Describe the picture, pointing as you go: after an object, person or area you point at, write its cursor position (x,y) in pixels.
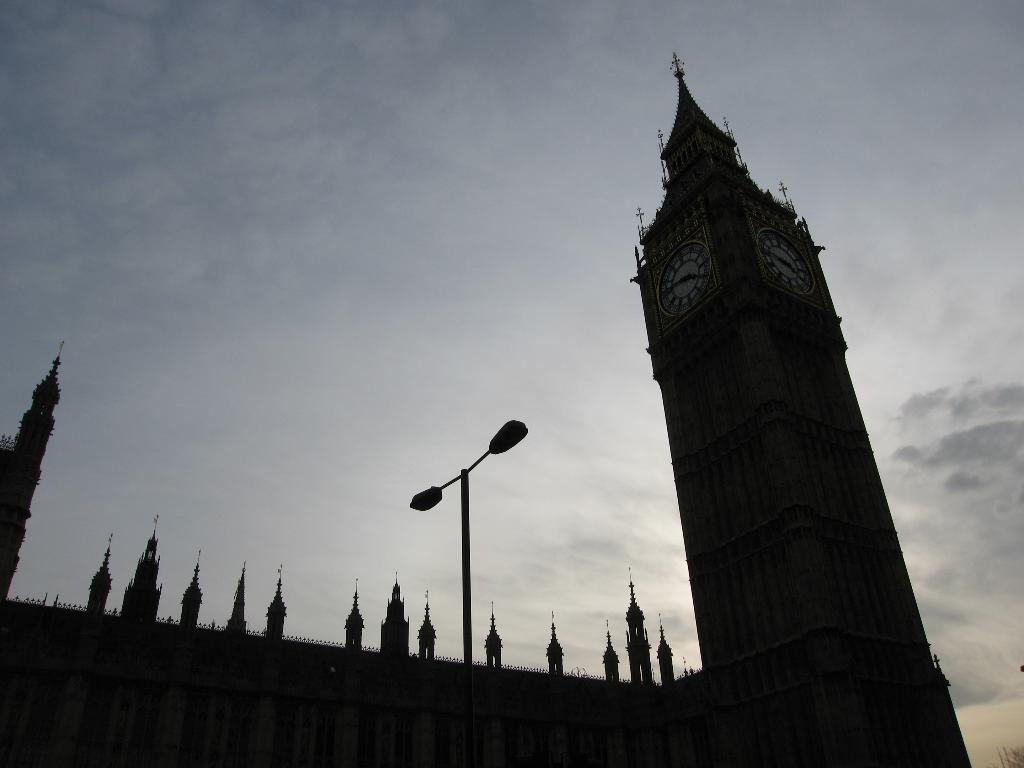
In the center of the image (419,498) we can see street light (463,474) and building (338,683). In the background (359,253) we can see sky (367,236) and clouds (354,302).
